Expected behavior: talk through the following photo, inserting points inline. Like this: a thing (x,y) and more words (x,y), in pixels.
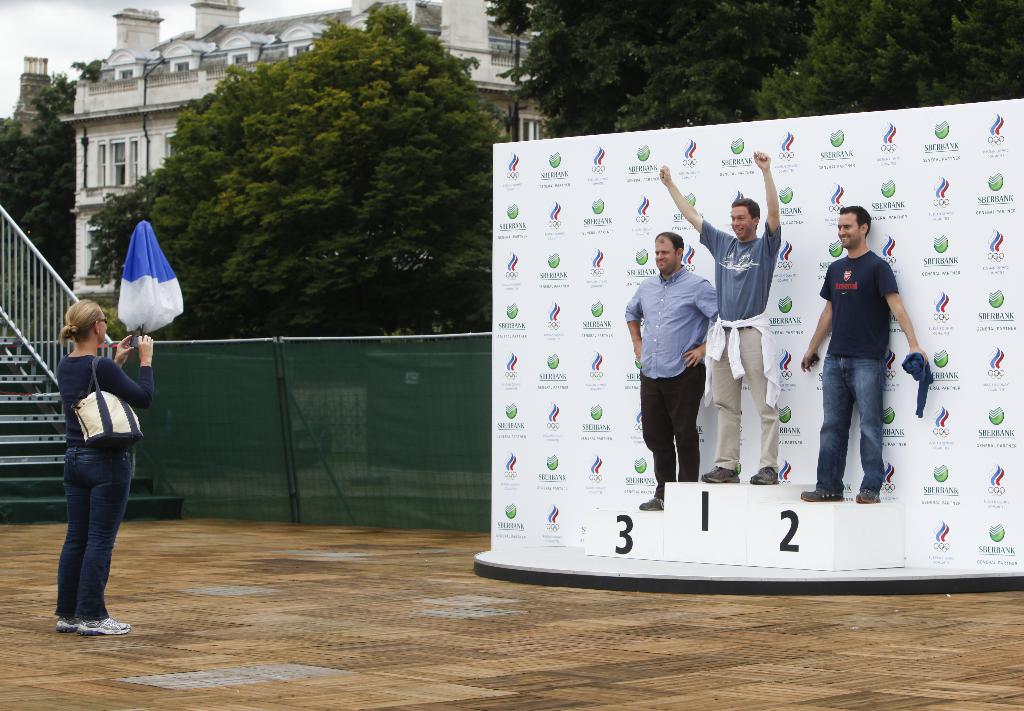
In the picture we can see a floor (361,710), on it we can see a woman (143,391) standing and holding a phone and wearing a hand bag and in front of her we can see three men (861,308) are standing on the boards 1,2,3 and behind them, we can see a banner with some advertisements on it and besides, we can see a fencing wall (313,395) and steps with railing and behind the wall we can see trees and buildings (474,28) with windows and behind it we can see the sky (12,96).
